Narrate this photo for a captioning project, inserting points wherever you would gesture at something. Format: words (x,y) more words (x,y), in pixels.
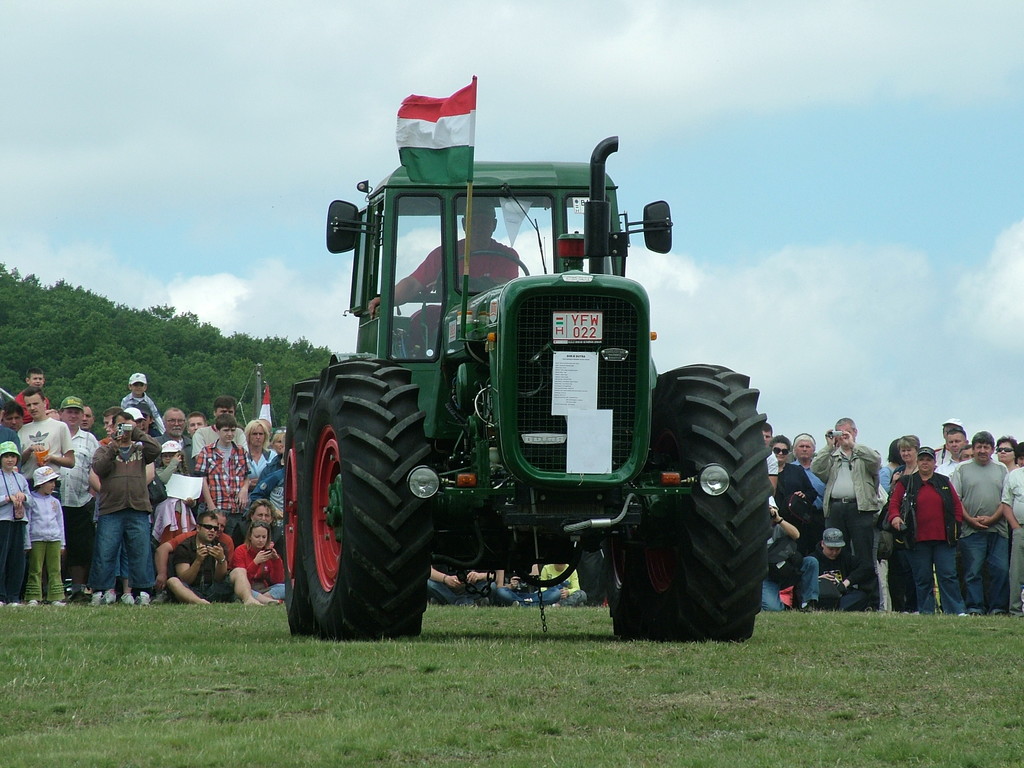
In this image I can see an open grass ground (67,704) and on it I can see a green colour vehicle (395,368) in the front (397,355). On this vehicle (476,197) I can see few boards (573,355), a flag (463,155) and in it I can see one person (473,212) is sitting. I can also see something is written on these boards (596,383). In the background (77,433) I can see number of people (873,497) where few are sitting on the ground (72,625) and rest all are standing. I can also see number of trees (109,317), clouds (838,367) and the sky (970,252) in the background (698,128).
